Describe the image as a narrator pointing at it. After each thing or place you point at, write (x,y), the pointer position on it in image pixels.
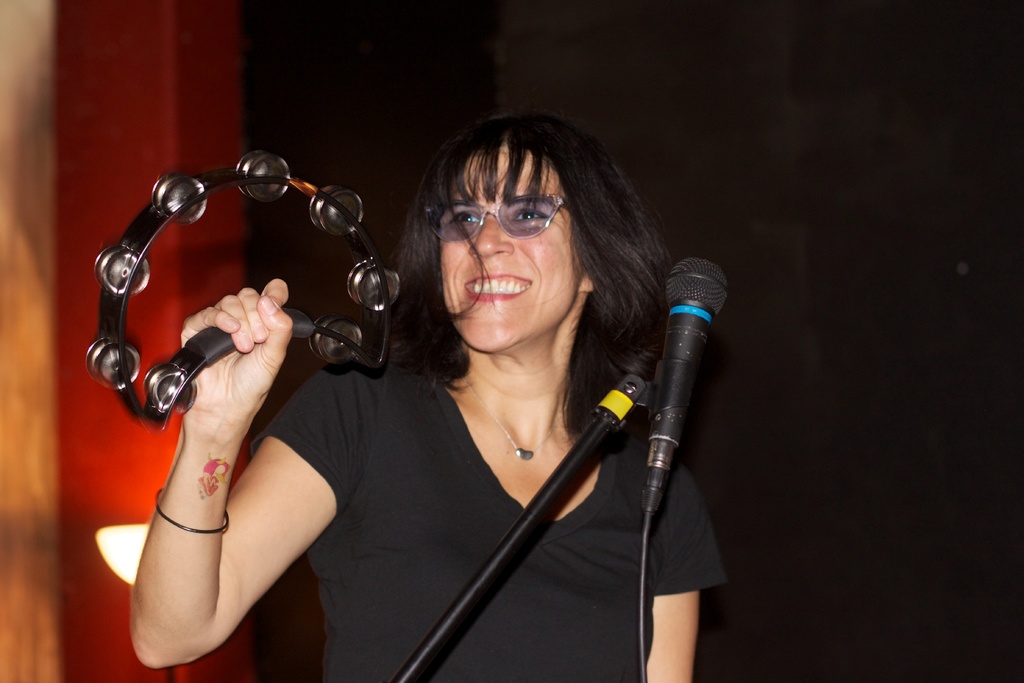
In the foreground of this picture (594,321) there is a woman (434,436) wearing black color t-shirt (536,547), smiling, holding a tambourine (149,239) and we can see a microphone (681,345) is attached to the metal stand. In the background (135,543) we can see the light (117,533) and some other objects (77,593).
